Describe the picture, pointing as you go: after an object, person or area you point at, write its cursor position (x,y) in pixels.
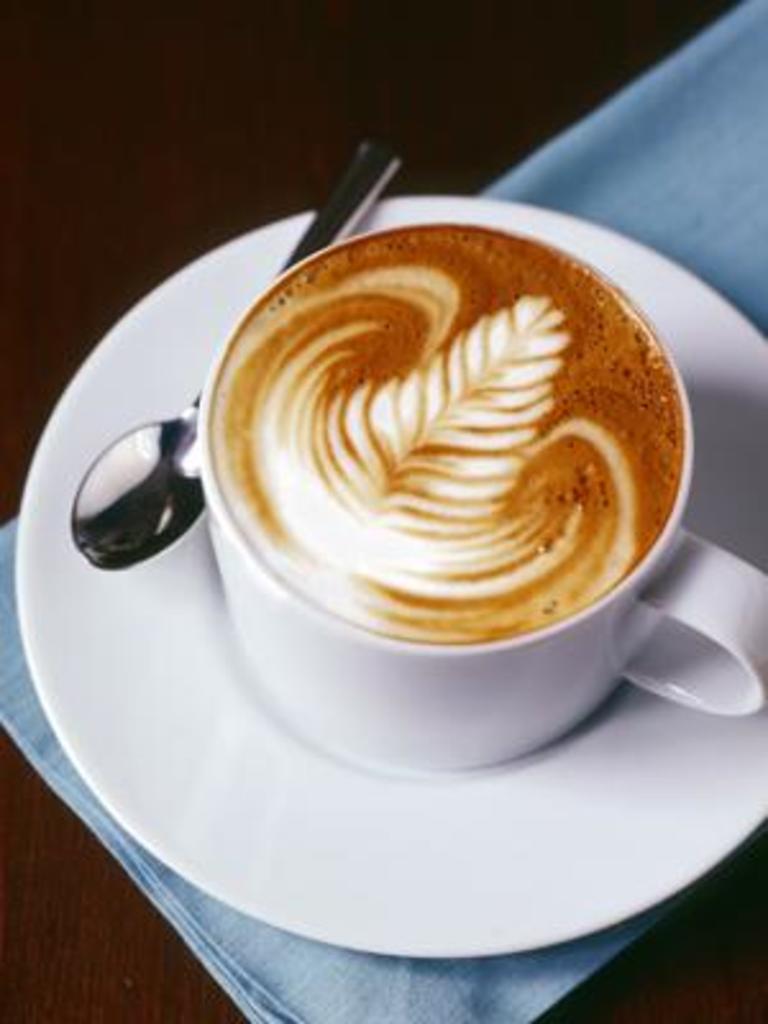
This picture shows a coffee cup (378,642) and a saucer (178,317) with spoon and we see a cloth (761,185) on the table (252,181).
